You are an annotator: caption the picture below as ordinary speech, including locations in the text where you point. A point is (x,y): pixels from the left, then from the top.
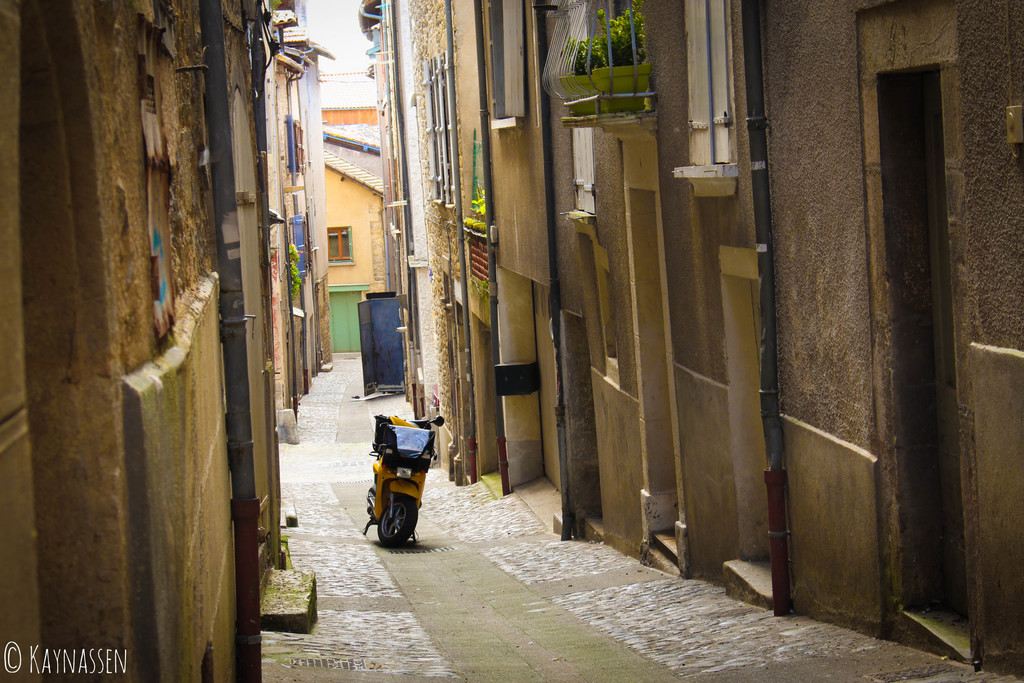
At the bottom of the image (390,508), on the road (426,643) there is a vehicle (383,450). On both sides of the image there are walls (472,192) of buildings (507,221) with windows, doors (742,465), pipes (753,11) and also there are potted plants (625,80) behind the mesh (580,40). In the background (344,307) there are buildings (372,231).
